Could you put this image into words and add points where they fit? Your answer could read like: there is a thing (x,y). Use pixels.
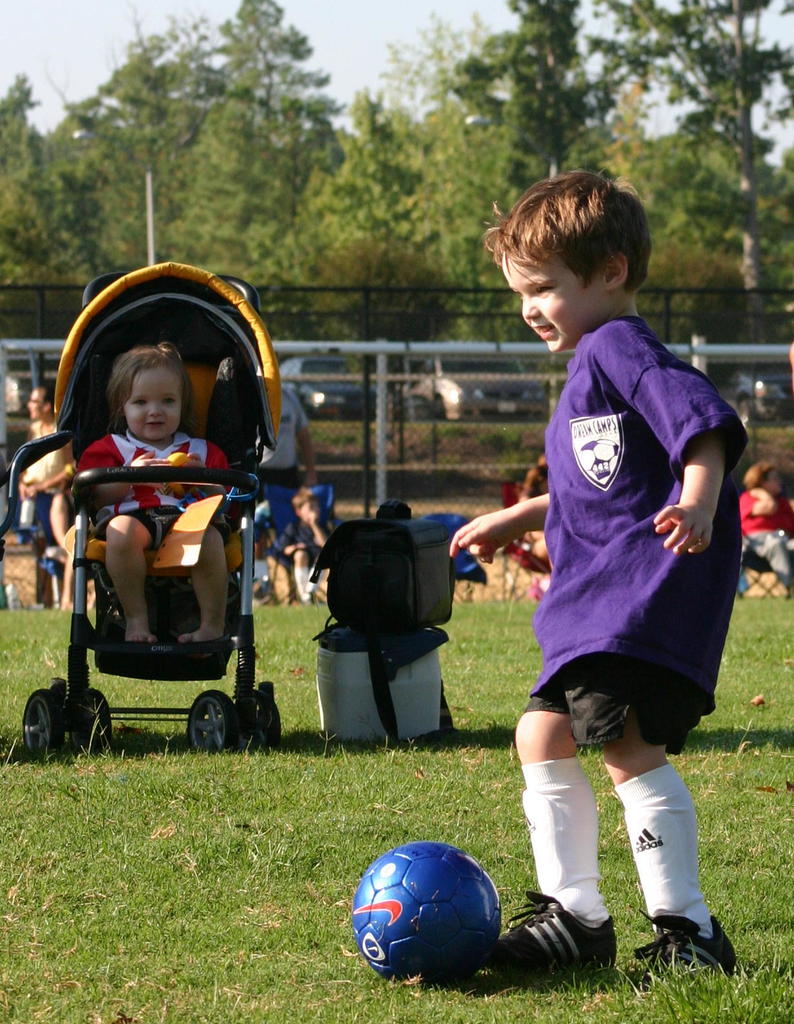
This picture is clicked in a garden (158,768). Boy (612,530) in purple t-shirt (605,559) is kicking blue ball (415,867). Beside him, we see two bags (344,639) and behind that, we see many people (754,531) sitting on chair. We even see fence (438,444) and behind that, we see many cars (418,398) parked and we even see trees (209,198). On the left corner of the picture (87,448), we see a baby (146,525) sitting on chair (170,472).
